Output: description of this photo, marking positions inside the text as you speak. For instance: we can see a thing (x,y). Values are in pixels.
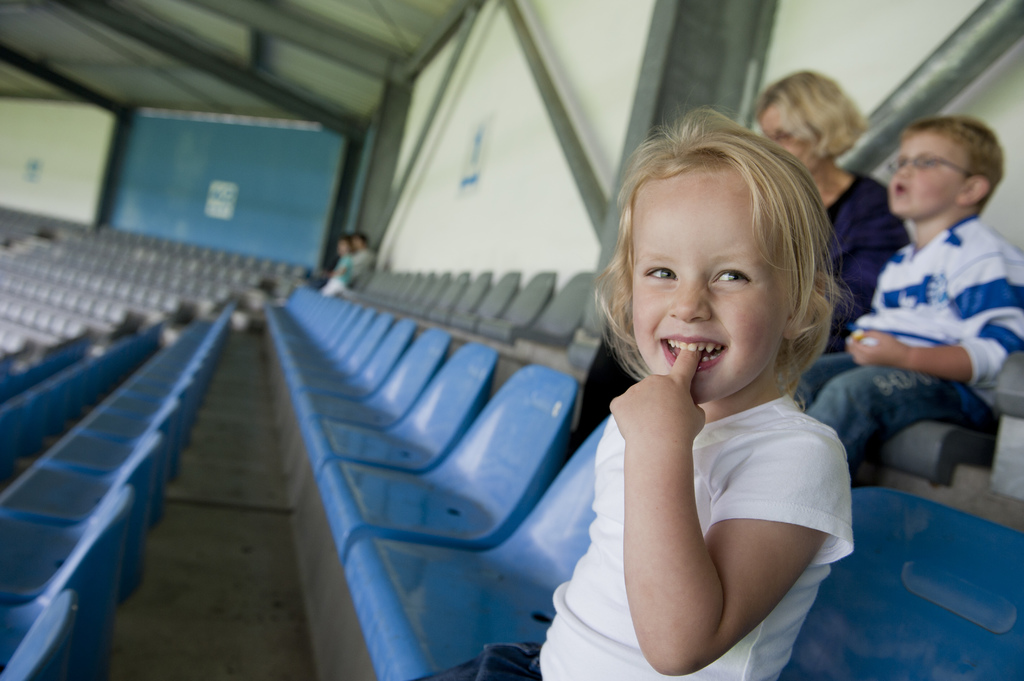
In this image, we can see some people (639,506) sitting on the chairs (529,571) and in the background (141,207), there are many chairs (195,317) and we can see some rods (536,69) and boards (140,142). At the bottom (215,579), there is a floor (258,602) and at the top (314,27), there is a roof (321,32).
